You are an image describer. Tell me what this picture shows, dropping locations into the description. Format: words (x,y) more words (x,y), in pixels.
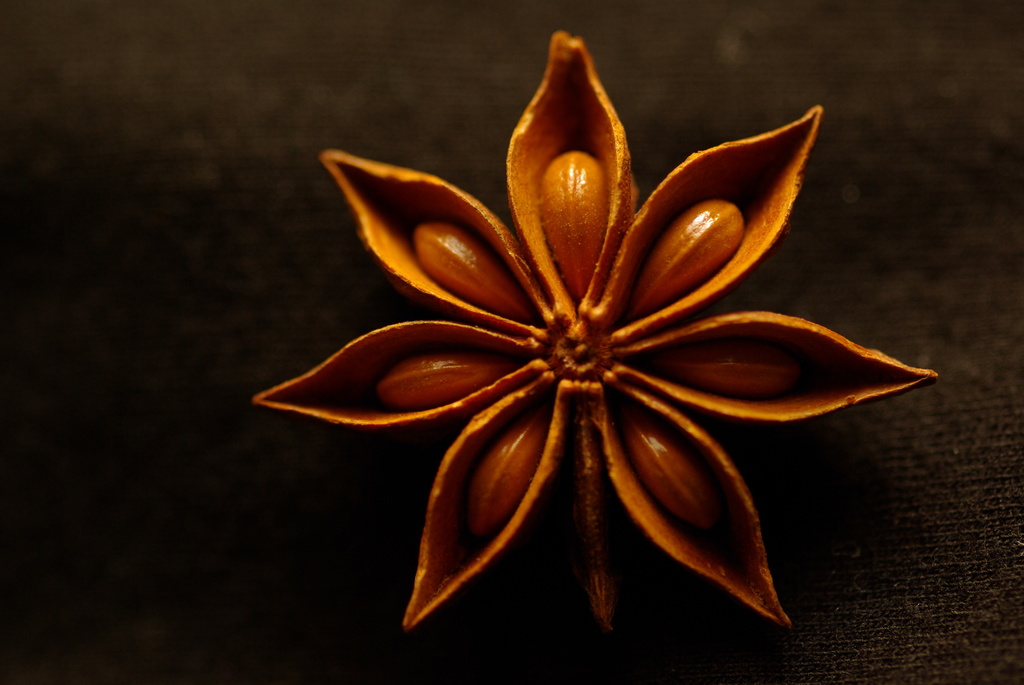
Here in this picture we can see a star of anise (582,360) present over there.
